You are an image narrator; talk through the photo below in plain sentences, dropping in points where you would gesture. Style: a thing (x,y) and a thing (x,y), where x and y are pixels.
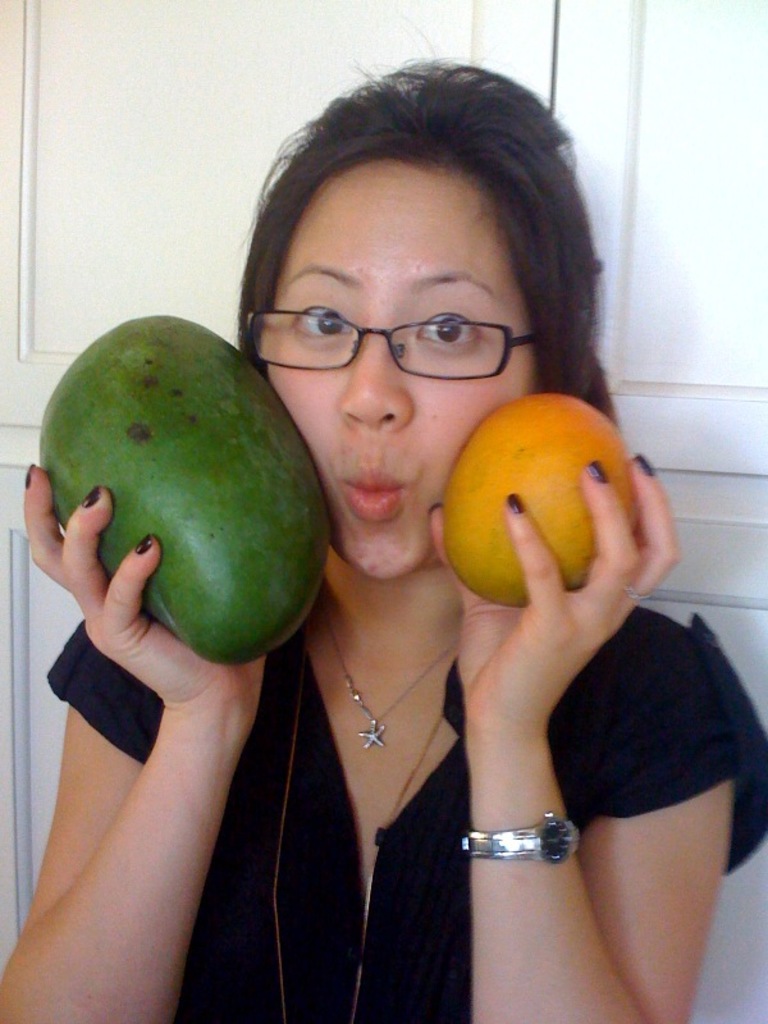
In the middle of the image (268,392) a woman (53,928) is standing and holding two fruits (188,388). Behind her we can see wall (236,13).
